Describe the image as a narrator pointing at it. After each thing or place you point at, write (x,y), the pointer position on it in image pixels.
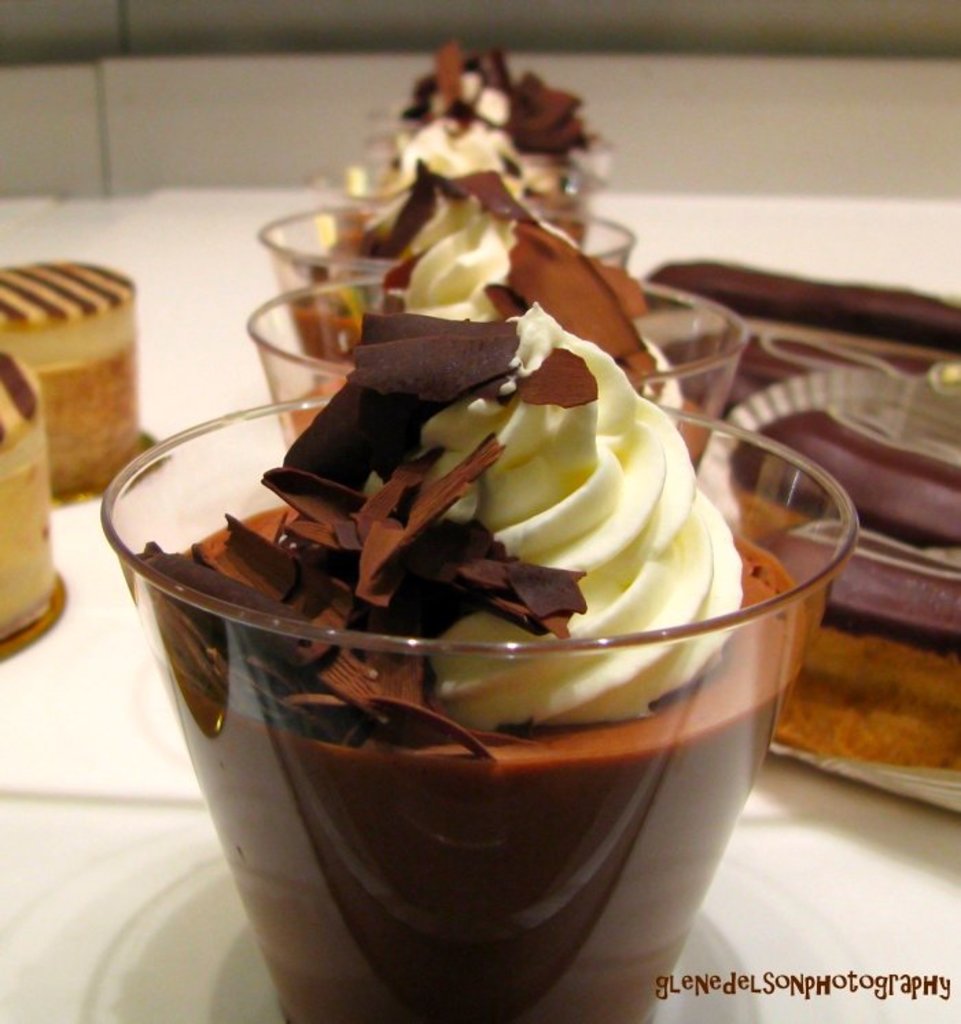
This is a zoomed in picture. In the foreground (451,761) we can see the glasses (354,801) containing ice creams (587,409) and some other food items (441,759) and there are some food items (126,390) placed on the top of the white color object (887,884) seems to be the table (894,826). In the bottom right corner (714,971) there is a text (701,982) on the image.
